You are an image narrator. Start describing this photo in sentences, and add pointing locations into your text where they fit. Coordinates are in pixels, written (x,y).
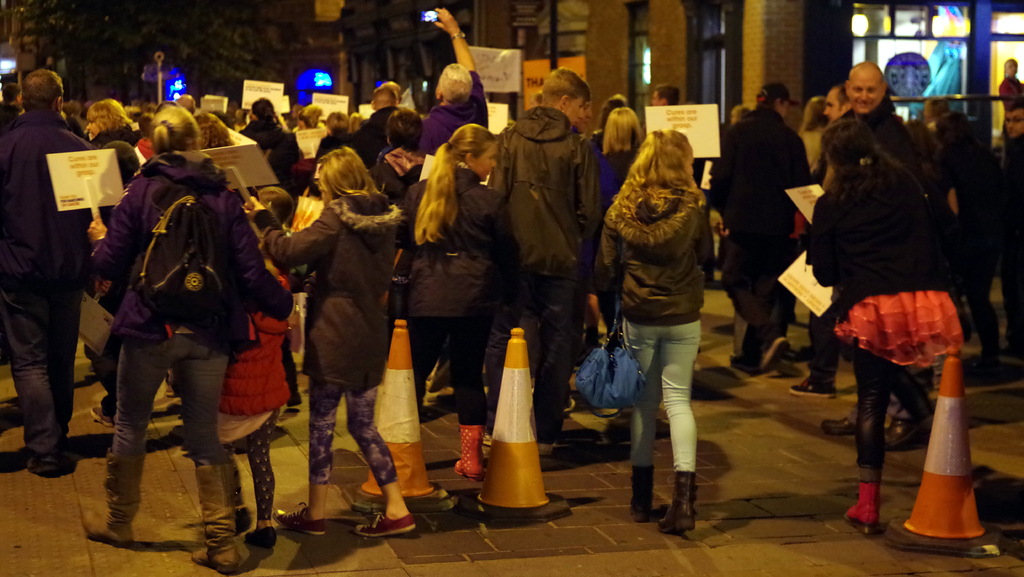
This image consists of so many people (56,140), who are walking. Some are holding bags (178,312), some are holding cards (95,311). There is a building (466,26) at the top (715,79). Some are clicking the pictures.
